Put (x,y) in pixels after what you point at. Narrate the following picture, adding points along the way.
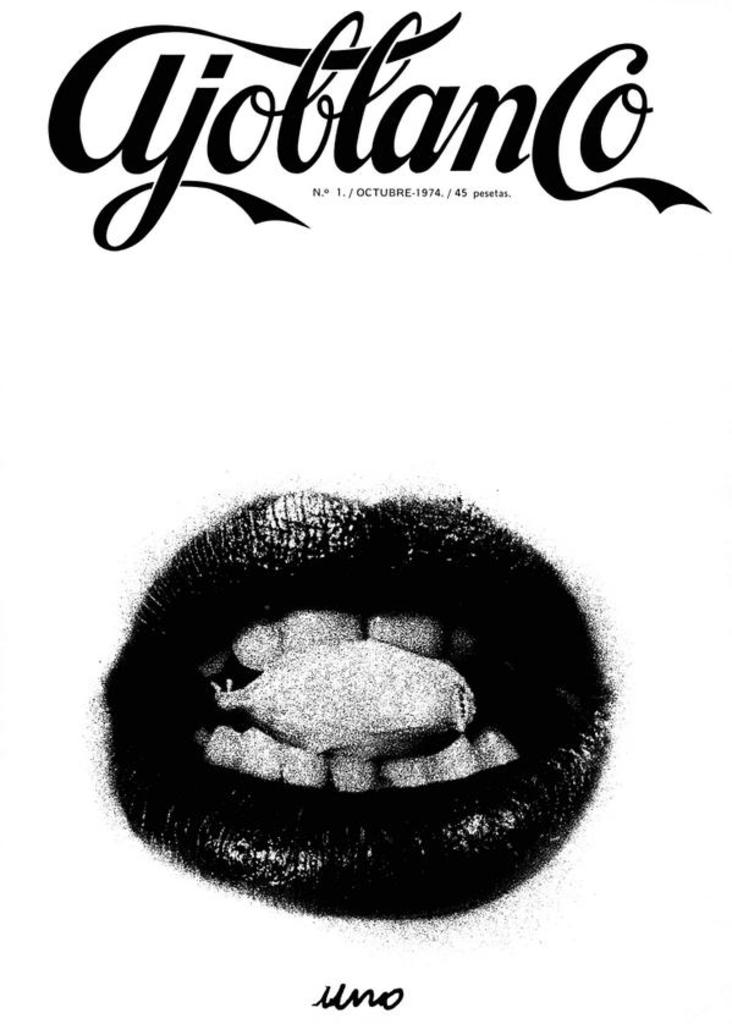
In this picture we can see a poster (504,533), in the poster (478,757) we can see mouth (431,749).
